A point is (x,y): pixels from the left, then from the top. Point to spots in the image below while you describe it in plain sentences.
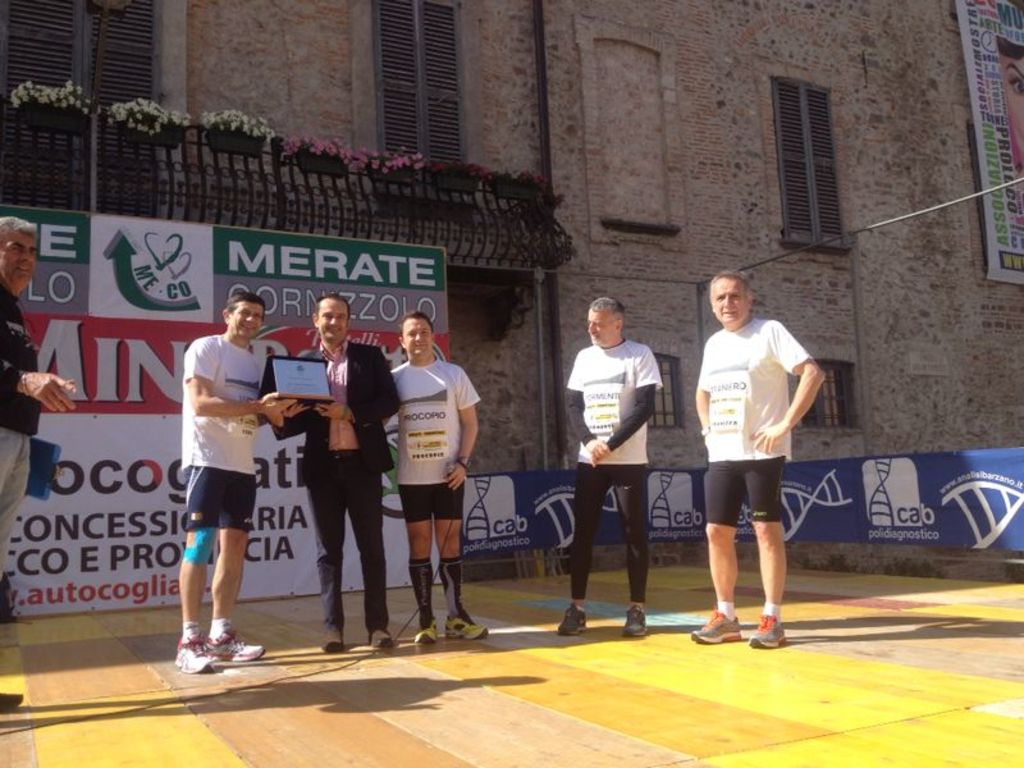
In the image few people (7,298) are standing and smiling and holding some frames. Behind them there is fencing (128,211) and banner (77,258). At the top of the image (884,197) there is a building (949,26), on the building (187,81) there is a banner (1016,85) and there are some plants (326,149) and flowers (298,143).
